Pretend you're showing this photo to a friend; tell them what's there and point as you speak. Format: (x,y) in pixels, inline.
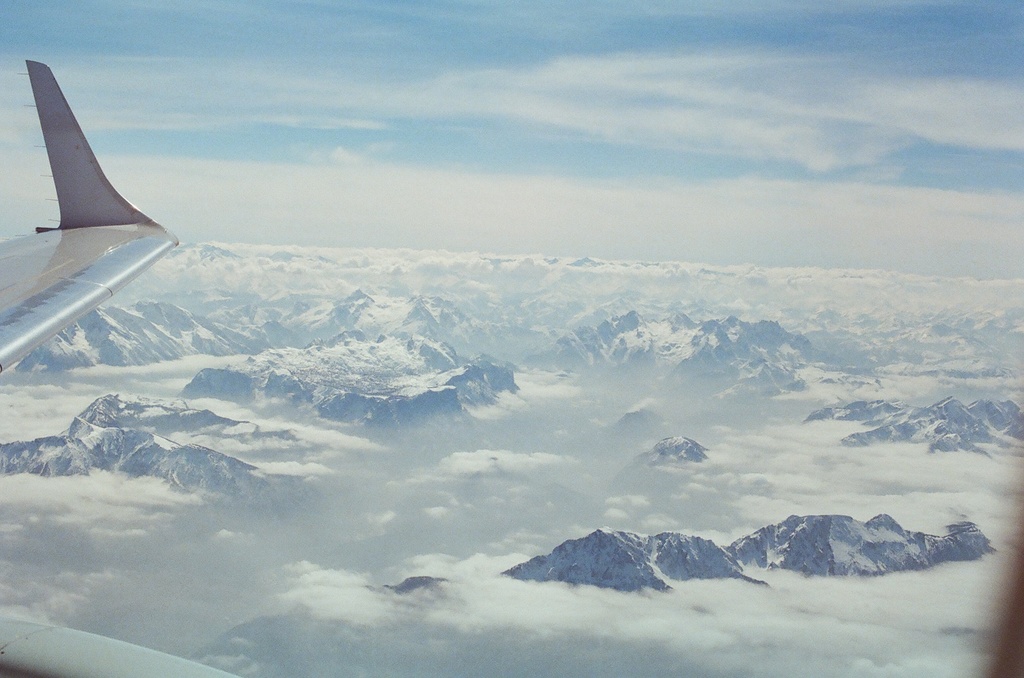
On the left side of the image (21,285) there is a wing (53,243) of a plane (47,233). And there are mountains (633,424) covered with snow (109,425) and also there are clouds (687,292). At the top of the image (359,50) there is sky (575,72) with clouds (574,181).
